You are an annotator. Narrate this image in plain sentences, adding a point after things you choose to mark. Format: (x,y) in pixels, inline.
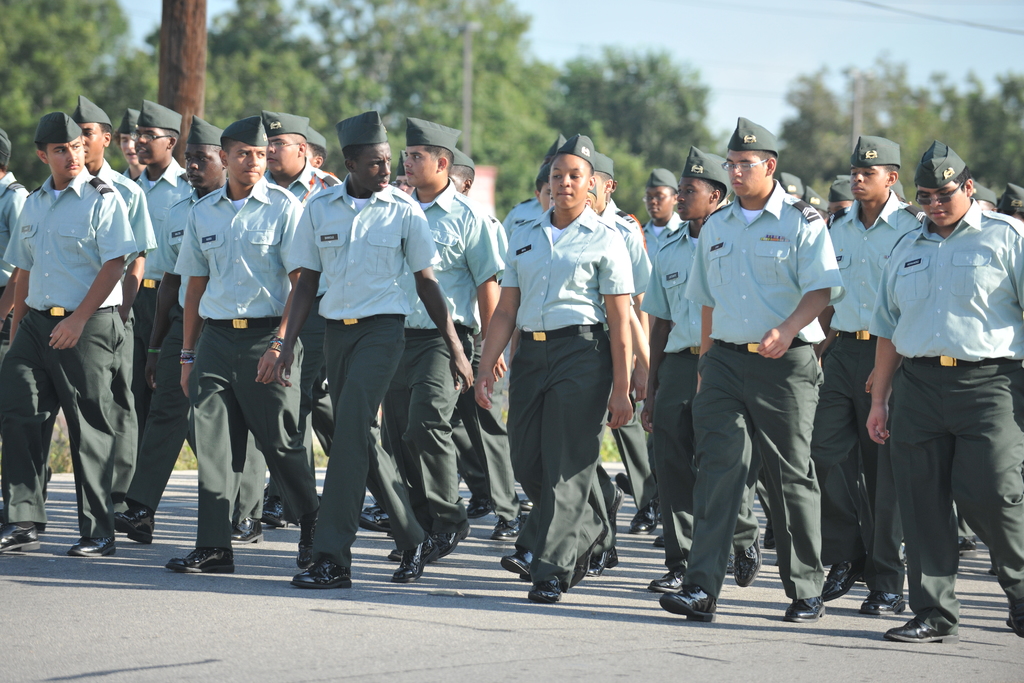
In the middle of the image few people (945,151) are walking on the road (399,654). Behind them there are some trees (320,7) and poles (190,35). At the top of the image (973,67) there are some wires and clouds (745,53) and sky (842,54).
